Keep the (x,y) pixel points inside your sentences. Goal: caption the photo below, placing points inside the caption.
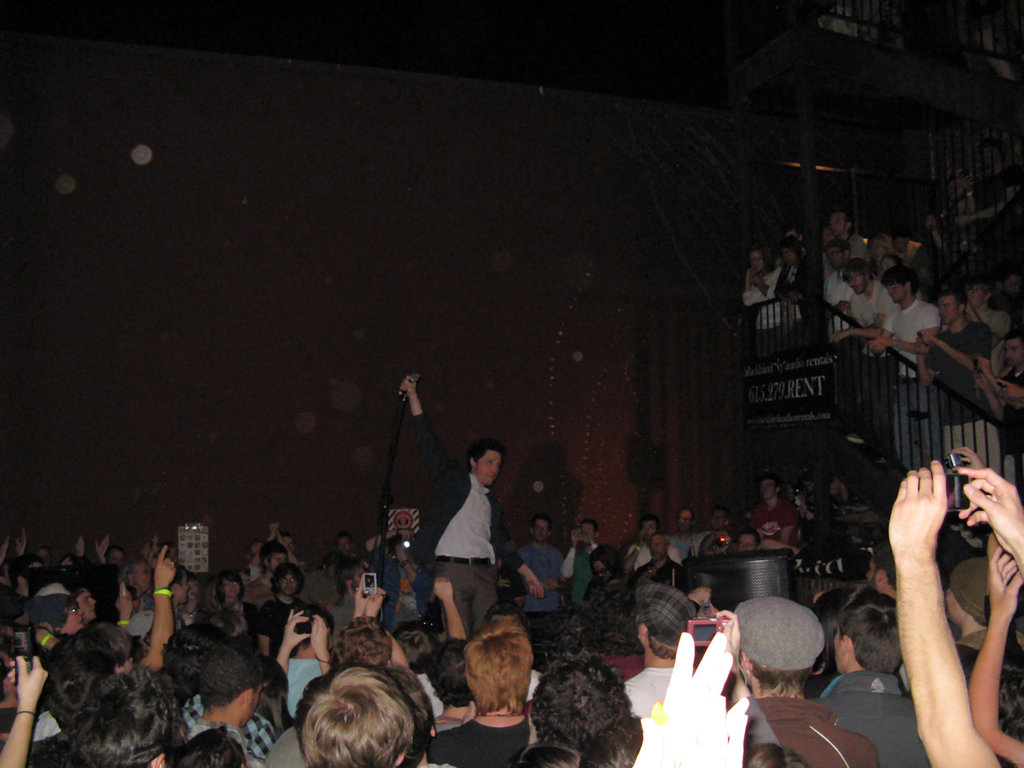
In this picture I can observe some people (302,642) standing. On the right side (867,424) there are stairs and a black color railing (867,357). I can observe men (198,652) and women (233,595) in this picture. There is a person (485,493) standing in the middle of the image (471,479). In the background (230,255) there is a wall (385,304).
